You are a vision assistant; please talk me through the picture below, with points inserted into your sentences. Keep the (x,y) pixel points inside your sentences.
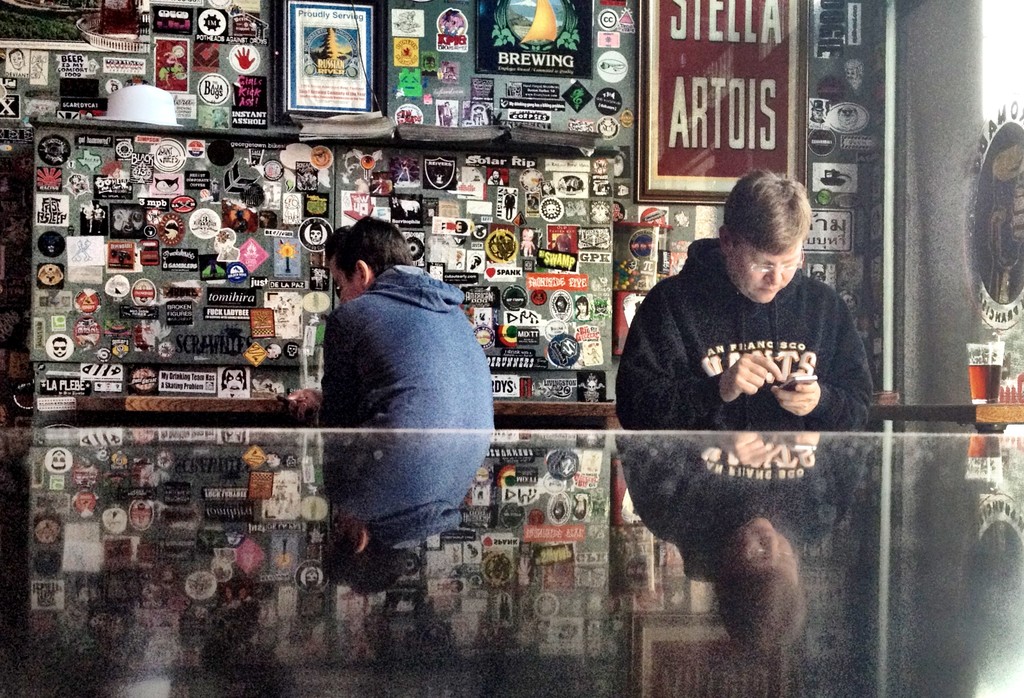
In the picture I can see two men (643,393) are sitting and holding mobiles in hands (806,408). In the background (316,232) I can see photo frames (361,96) and some other objects (283,211) attached to a wall (261,151).
